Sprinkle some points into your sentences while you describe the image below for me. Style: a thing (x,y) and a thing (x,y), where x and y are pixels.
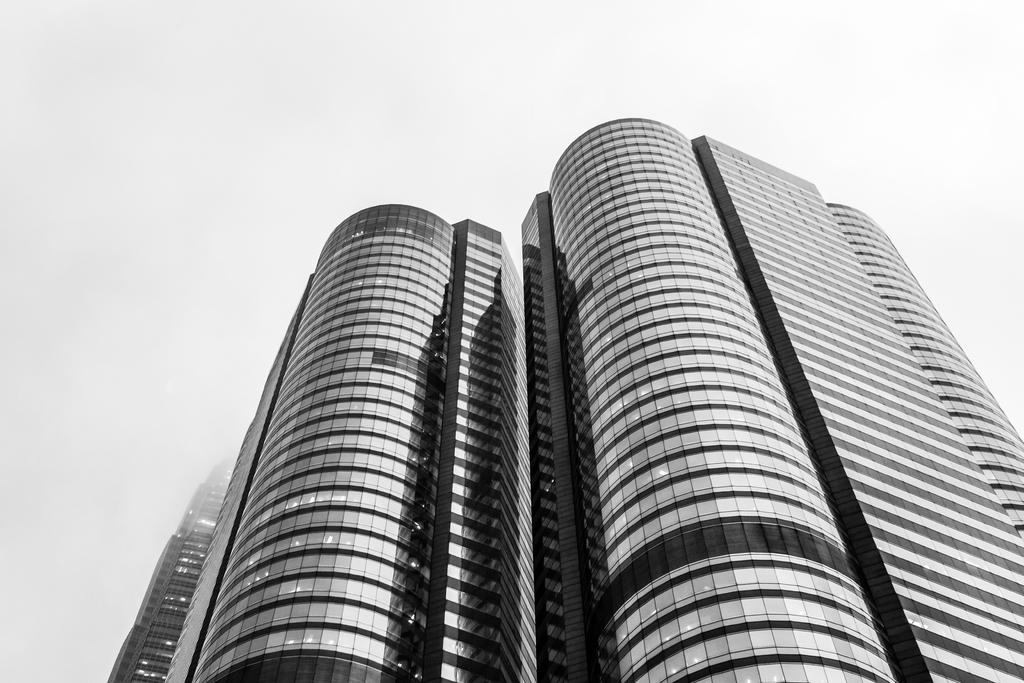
In the picture I can see a building (510,434) which has glasses (398,382) on it.
